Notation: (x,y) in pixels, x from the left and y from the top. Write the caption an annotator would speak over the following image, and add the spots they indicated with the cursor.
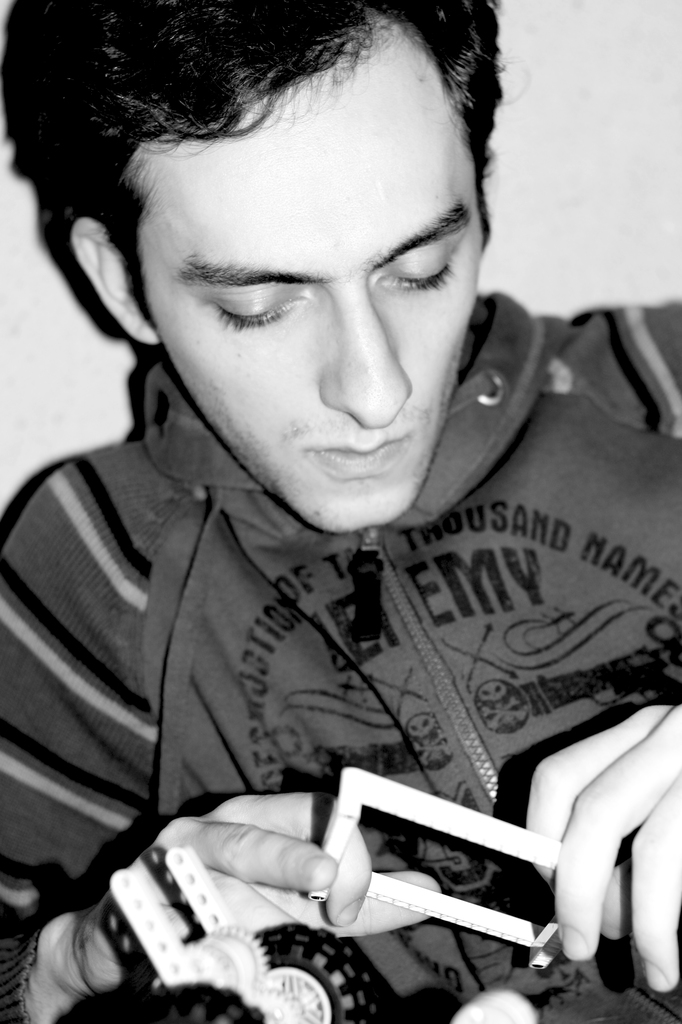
This is a black and white image. This image consists of a person (348,677). He is holding something.
